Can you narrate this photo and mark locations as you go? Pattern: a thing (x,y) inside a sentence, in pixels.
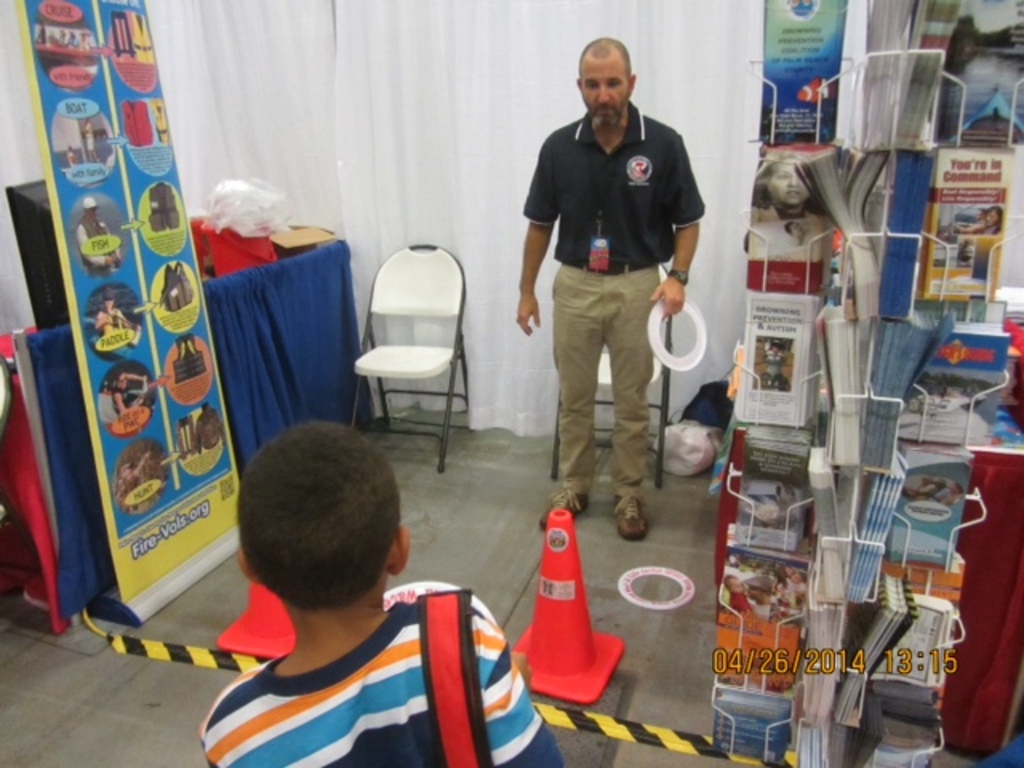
This is an image clicked inside the room (86,200). Here I can see one man (540,236) is standing. On the bottom of the image (340,672) there a person (293,717) wearing t-shirt (411,733) and looking at the person (563,189) who is standing. In the background (470,72) I can see white color curtains (307,85). On the right side of the image (930,595) I can see a rack (948,448) and arranged some books (950,224) in that. On the left side of the image (127,278) I can see a board (139,343) and a chair (395,347).
